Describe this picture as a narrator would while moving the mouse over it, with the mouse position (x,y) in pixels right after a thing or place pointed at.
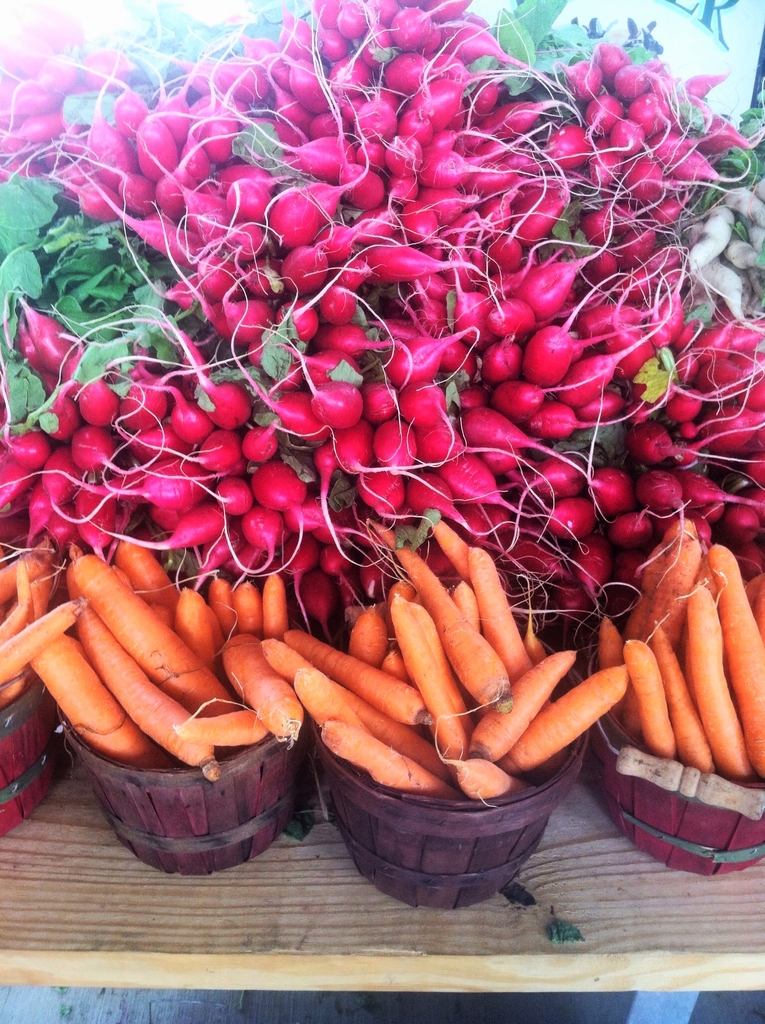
This image consists of carrots (399,598) and other vegetables (375,473). The carrots (218,584) are kept in baskets (229,771).
